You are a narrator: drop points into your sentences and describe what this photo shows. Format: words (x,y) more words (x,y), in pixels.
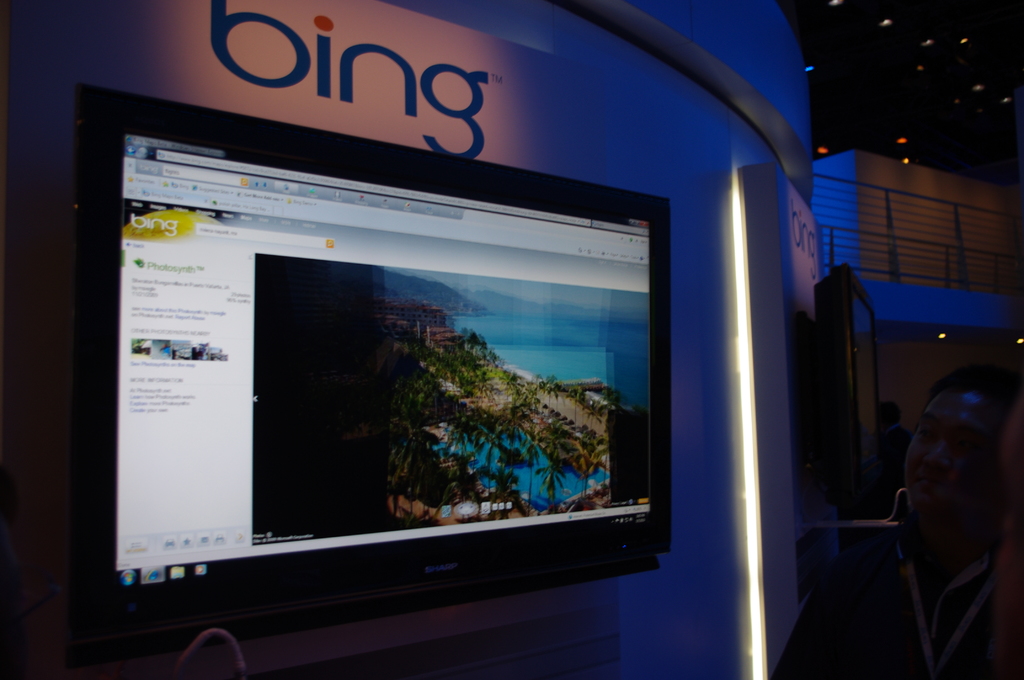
In the image there is a screen (314,365) on the wall (244,67) and on the right side (912,506) there is a person (960,478) standing and staring at the screen (457,460), there are lights (905,140) over the ceiling (905,126).
